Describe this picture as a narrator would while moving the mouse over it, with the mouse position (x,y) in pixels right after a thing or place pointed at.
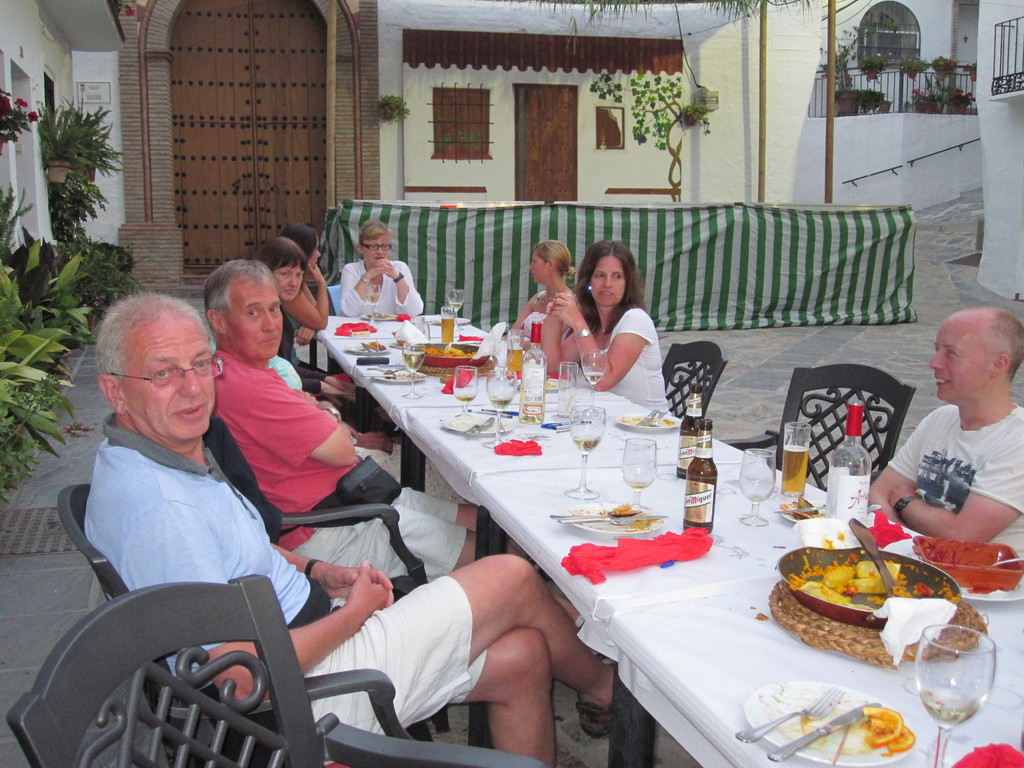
Here we can see a few people (406,288) who are sitting on a chair (246,628) and having a food (433,352). This is a table (702,590) where a plate (784,705), a wine bottle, a glass (657,453) and dish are kept on it. In the background (529,79) we can see a house (456,83).
